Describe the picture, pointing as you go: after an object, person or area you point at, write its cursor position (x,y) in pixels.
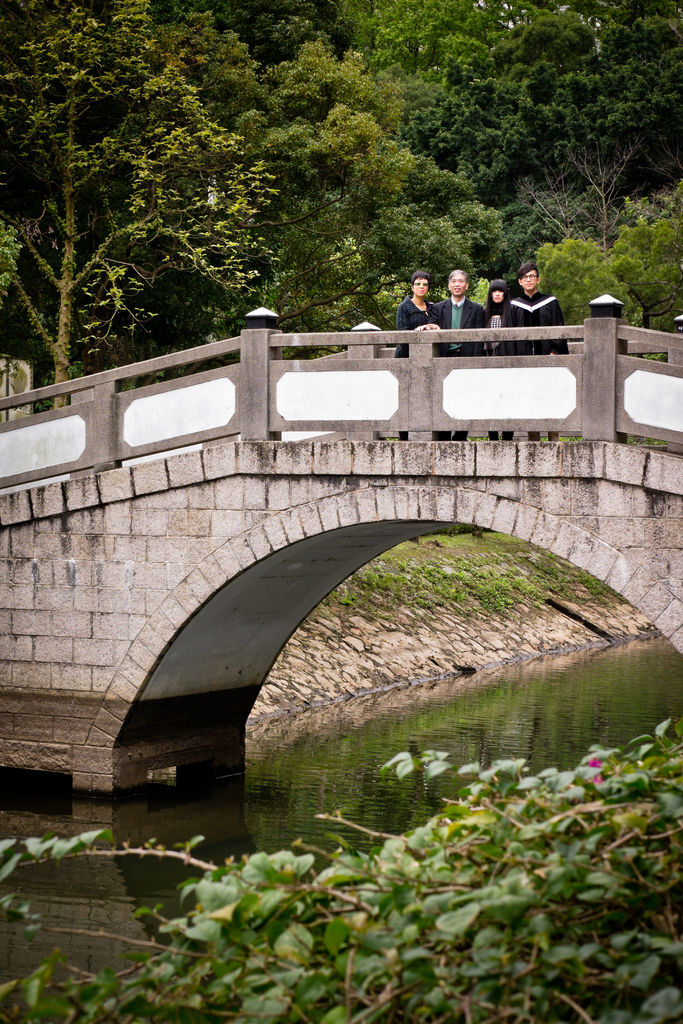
In this image I can see people (452,327) on the bridge (429,418). Here I can see the water (414,820) and plants (507,906). In the background (336,241) I can see trees (322,176).
